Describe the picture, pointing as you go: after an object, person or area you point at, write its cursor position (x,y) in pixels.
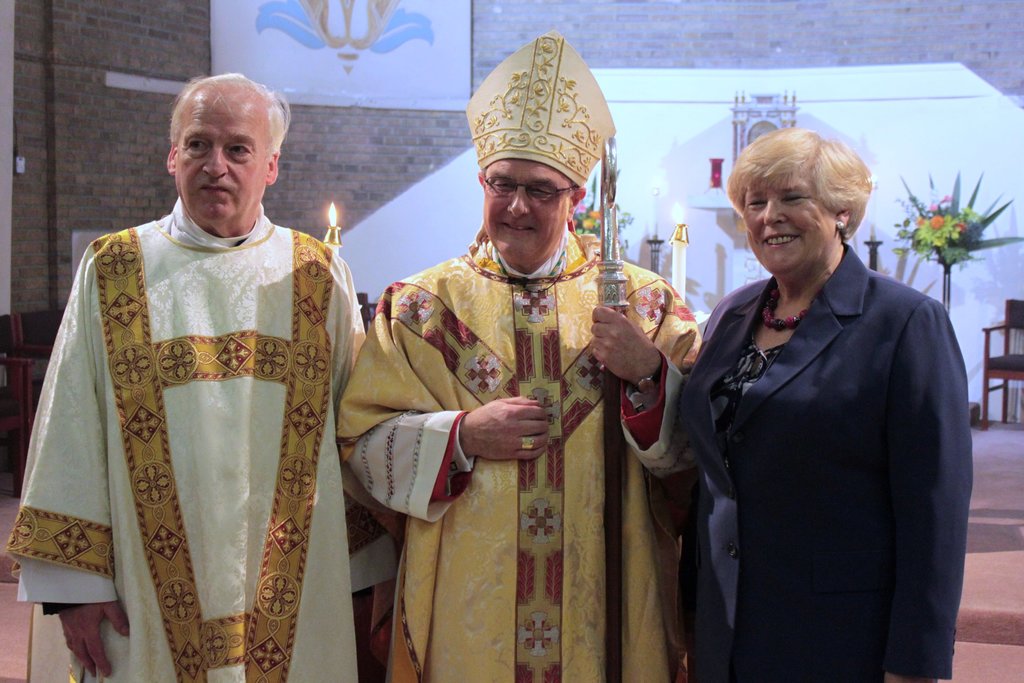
In this image, we can see three people (313,503) in the middle (621,332). In the background (77,124), we can see some candles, chair (1013,382), plant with some flowers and a frame (282,33) which is attached to a brick wall (143,153).
